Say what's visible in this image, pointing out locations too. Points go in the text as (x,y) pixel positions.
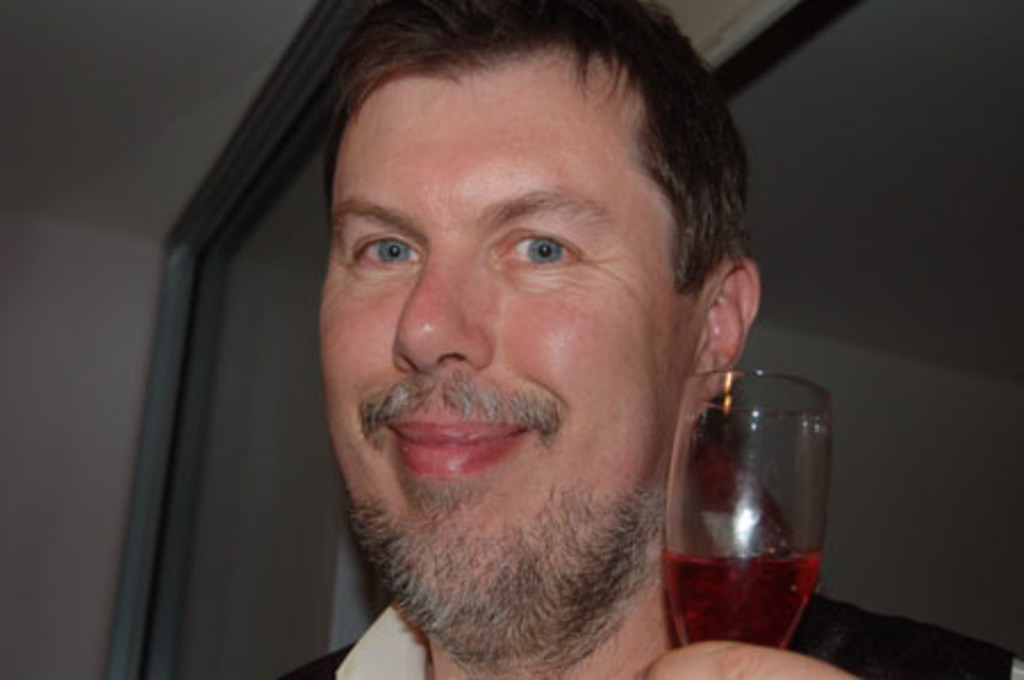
In this image, we can see a person (553,558) holding a glass (722,437) with some liquid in it. In the background (95,341), we can see the wall (76,269). We can also see some glass (246,278).
